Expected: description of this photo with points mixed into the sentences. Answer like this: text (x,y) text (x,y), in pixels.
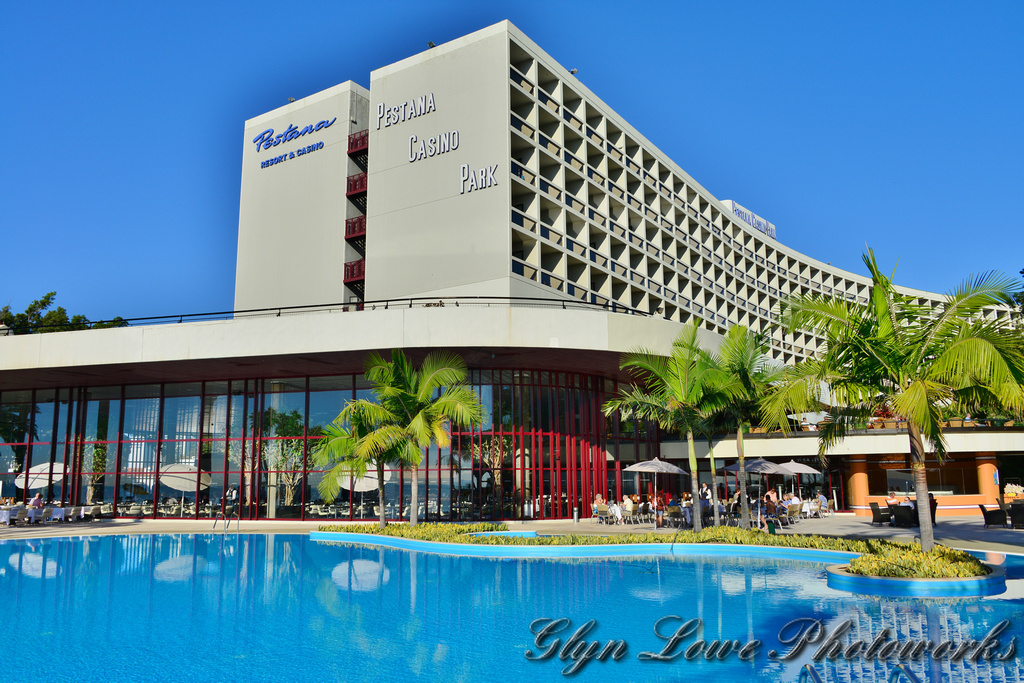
In this image we can see a building (573,259) with text (436,141) on the wall (455,190), in front of the building (376,285) there is a shed (391,344), poles (532,430), umbrellas (659,467), few people (663,510) sitting in front of the building (452,228) and there are few trees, plants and swimming pool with water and the sky (779,65) in the background (166,168).
